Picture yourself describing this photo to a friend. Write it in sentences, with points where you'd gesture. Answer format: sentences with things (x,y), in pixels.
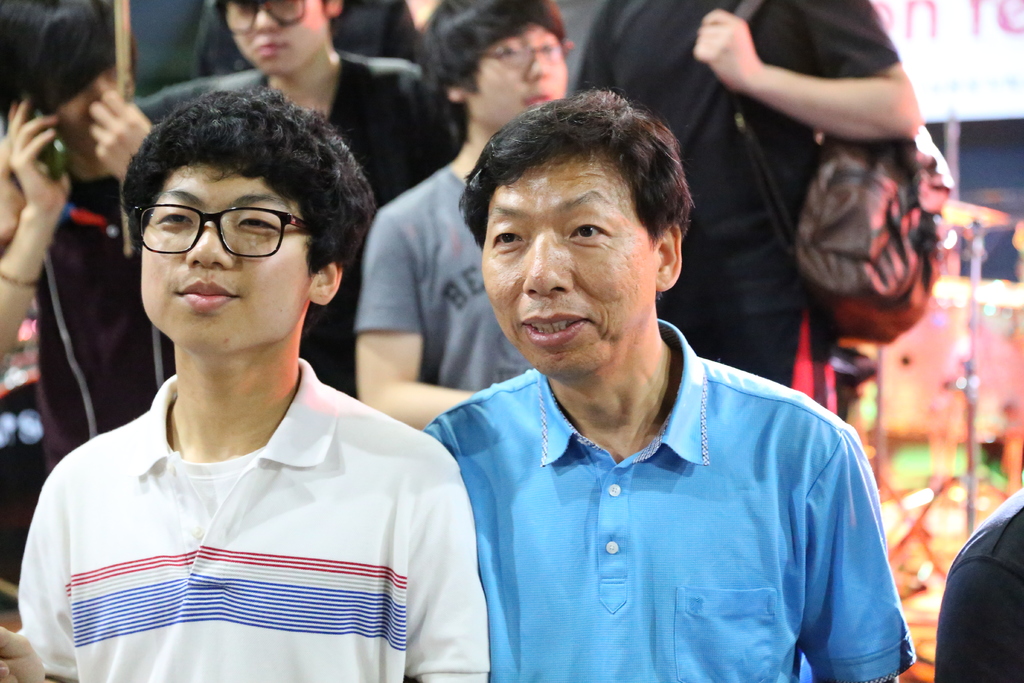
In this image we can see a group of people (763,285) standing. One person (696,68) is wearing a bag (883,224). On the left side of the image (47,232) we can see a person (14,232) holding a mobile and a stick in his hands (123,112). In the right side of the image (970,331) we can see some stands (975,317), lights (984,293) and a board (986,61) with some text (994,83).
